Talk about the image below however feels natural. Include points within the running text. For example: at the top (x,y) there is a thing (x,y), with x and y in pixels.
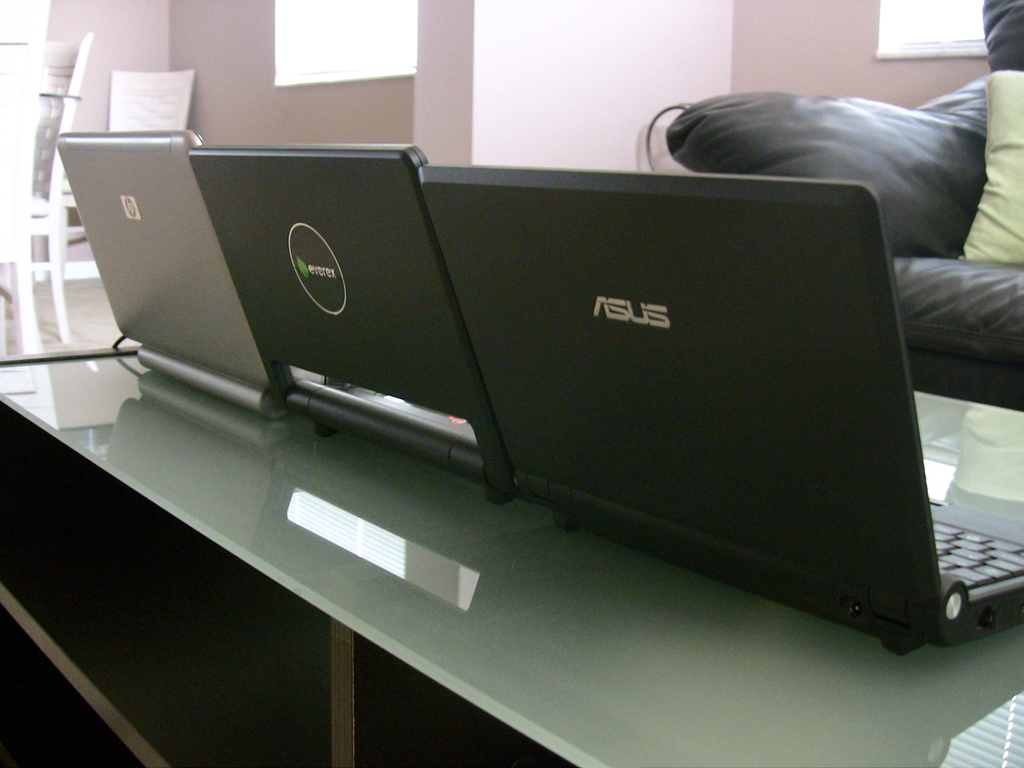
The picture is inside a room (343,471). There is a table (356,505) in the middle (368,511). On the table (741,689) there are laptops (270,271). On the right top corner (886,174) there is a sofa (854,142). On the left top corner (13,188) there is table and chairs (35,143). in the background (226,39) there is wall (622,30) and windows (359,54).
